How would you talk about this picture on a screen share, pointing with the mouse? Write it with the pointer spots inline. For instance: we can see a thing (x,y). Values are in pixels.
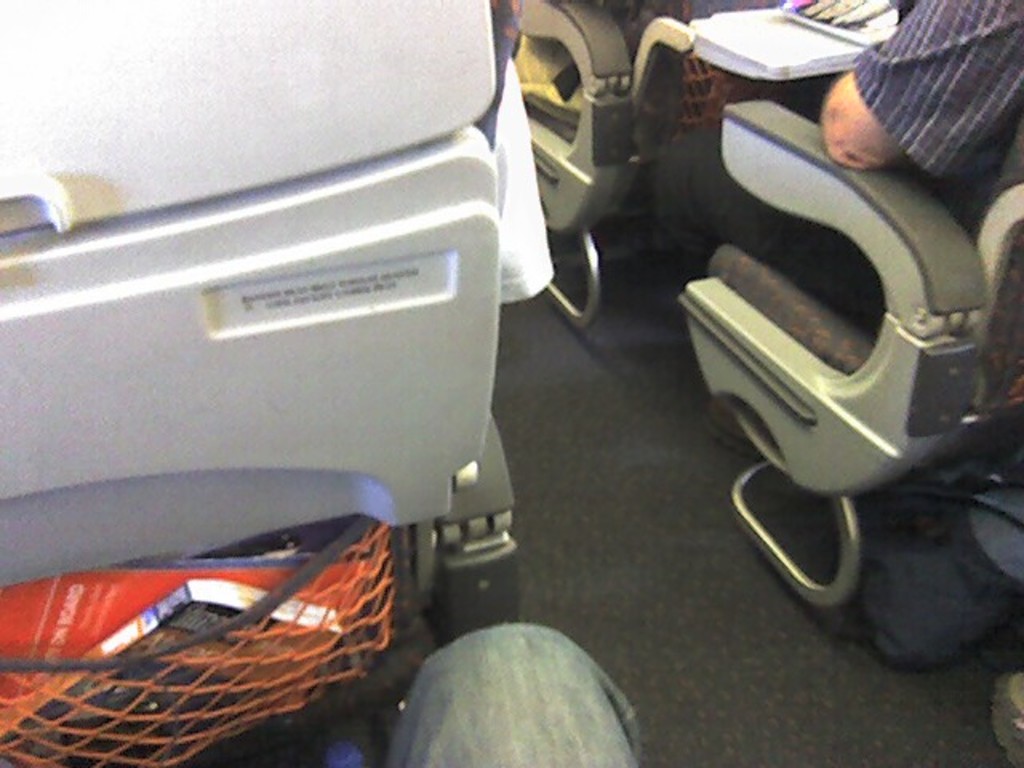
This picture describes about group of people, they are all seated on the chairs (851,196), on the left side of the image (176,577) we can see a book (168,640).
